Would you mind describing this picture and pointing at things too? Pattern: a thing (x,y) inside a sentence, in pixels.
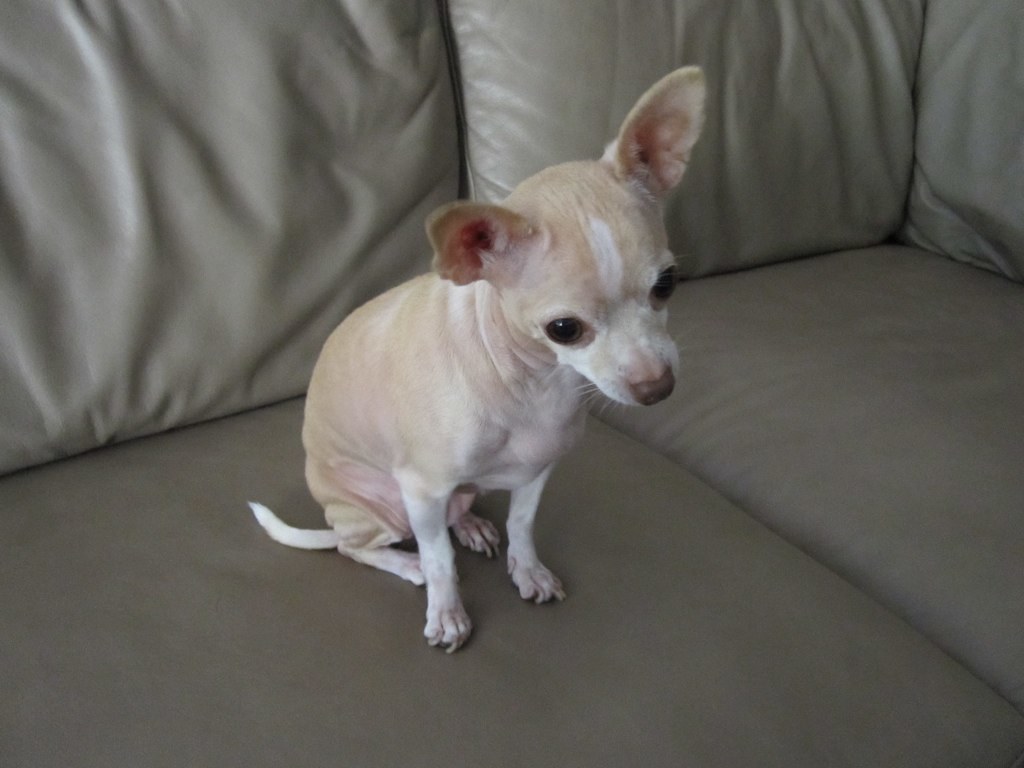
In this image I can see a dog (538,414) is sitting on the sofa (381,581).
